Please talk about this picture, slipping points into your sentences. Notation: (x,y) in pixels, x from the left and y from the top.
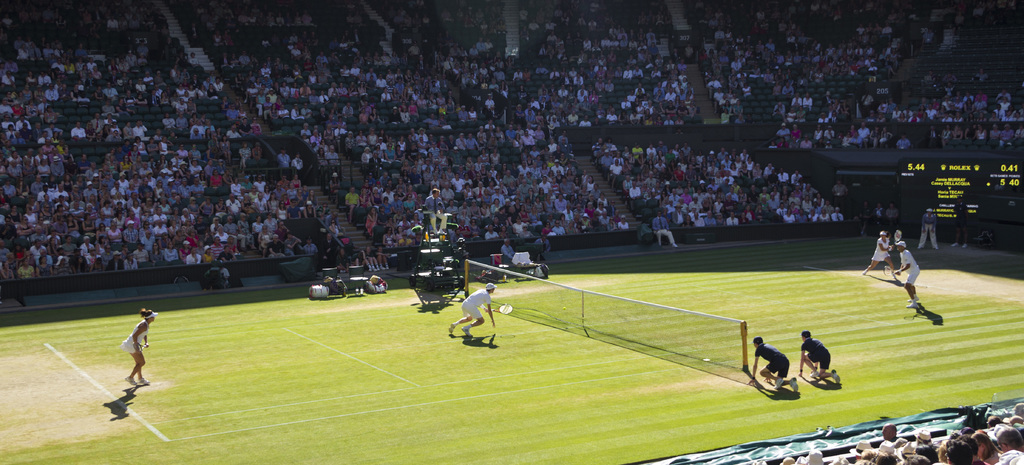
This is the picture of a ground (938,371) in which there are some people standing around the net (569,313) and around there are some people (417,176) sitting on the chairs (540,22) on the staircase (517,37).
